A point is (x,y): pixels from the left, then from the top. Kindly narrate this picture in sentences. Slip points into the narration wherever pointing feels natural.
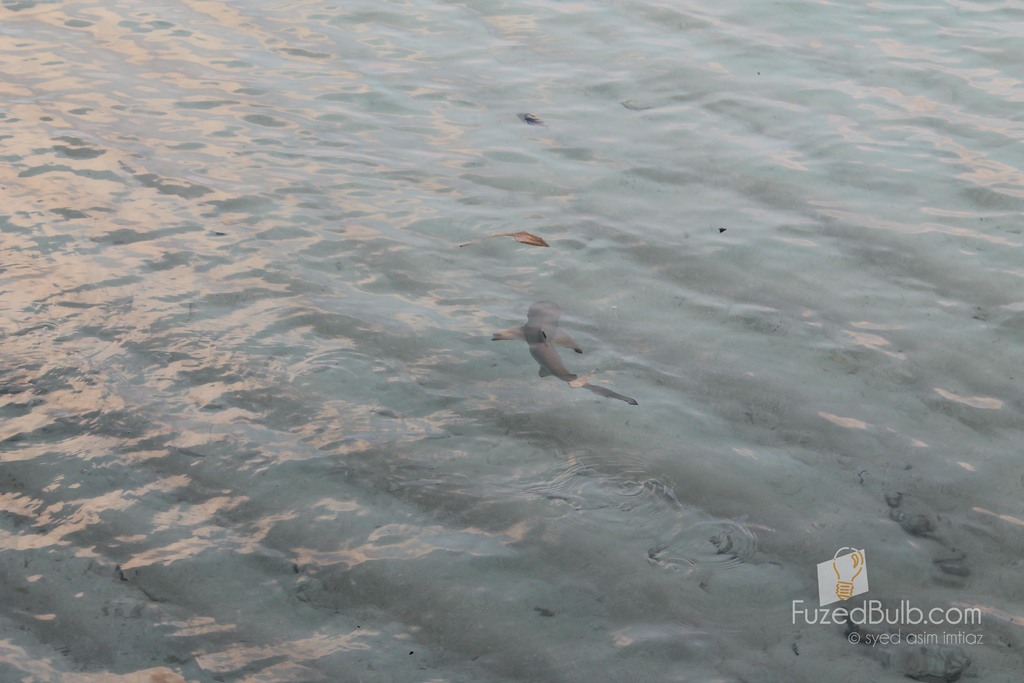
In the center of the image (547,342) we can see a fish (591,389) in the water (529,400).
